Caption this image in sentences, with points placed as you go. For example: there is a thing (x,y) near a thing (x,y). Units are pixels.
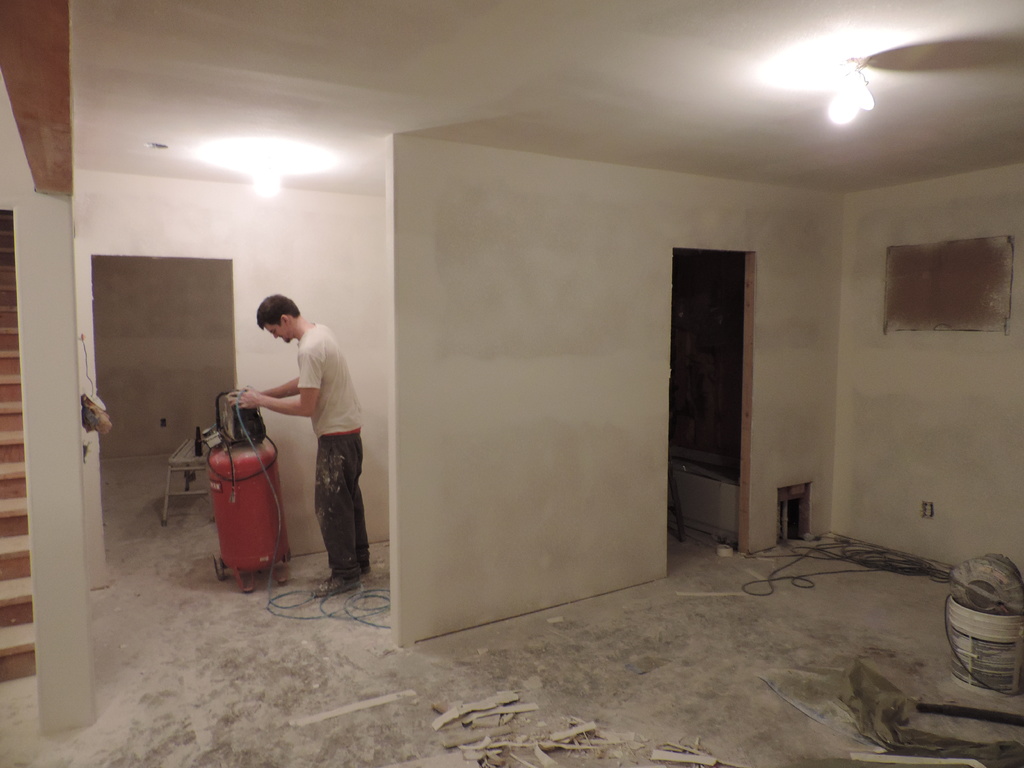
This picture is taken in a room (377,645). The room (537,505) is in manufacture stage. Towards the left (275,499), there is a man (352,518) holding a cylinder (244,450). He is wearing a white t shirt (333,395) and grey trousers (329,490). On the top right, there is a light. Towards the left (4,619), there are stairs (22,621).
